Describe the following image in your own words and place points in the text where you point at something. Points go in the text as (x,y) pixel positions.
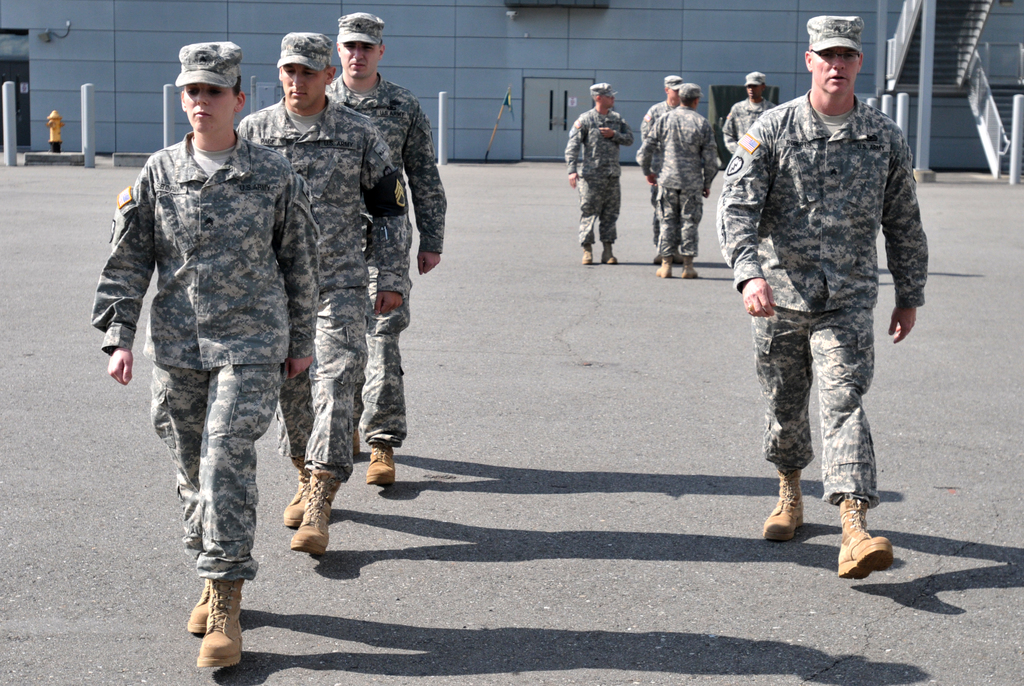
In this image in the front (286,219) there are persons (431,240) walking. In the center (662,270) there are persons (682,146) standing. In the background (659,23) there is a building (492,53), there are poles (10,140), there is a fire hydrant (58,134) and there are steps (954,41), there is a door (567,116).
